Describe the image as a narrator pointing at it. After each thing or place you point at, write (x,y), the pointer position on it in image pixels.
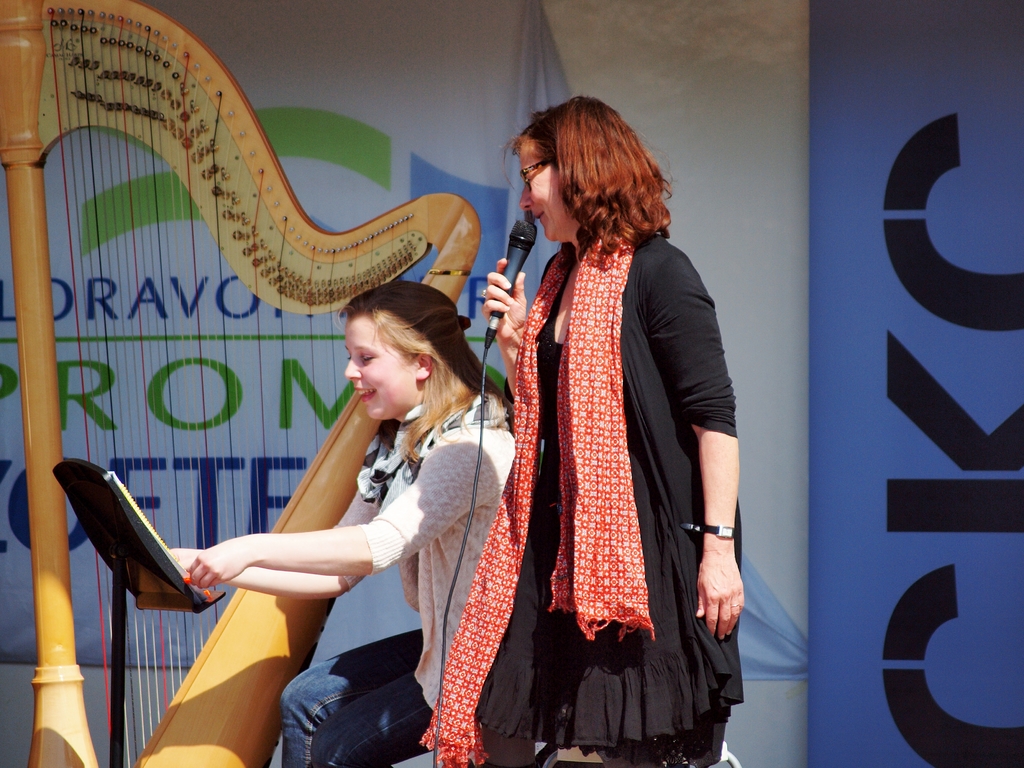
In this picture there is a woman (613,299) standing and holding the microphone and there is a woman (429,672) sitting and holding the object (107,493). At the back (182,471) there is a musical instrument (61,694) and there is a hoarding (851,131) and there is a text (942,152) on the hoarding (1005,443).
